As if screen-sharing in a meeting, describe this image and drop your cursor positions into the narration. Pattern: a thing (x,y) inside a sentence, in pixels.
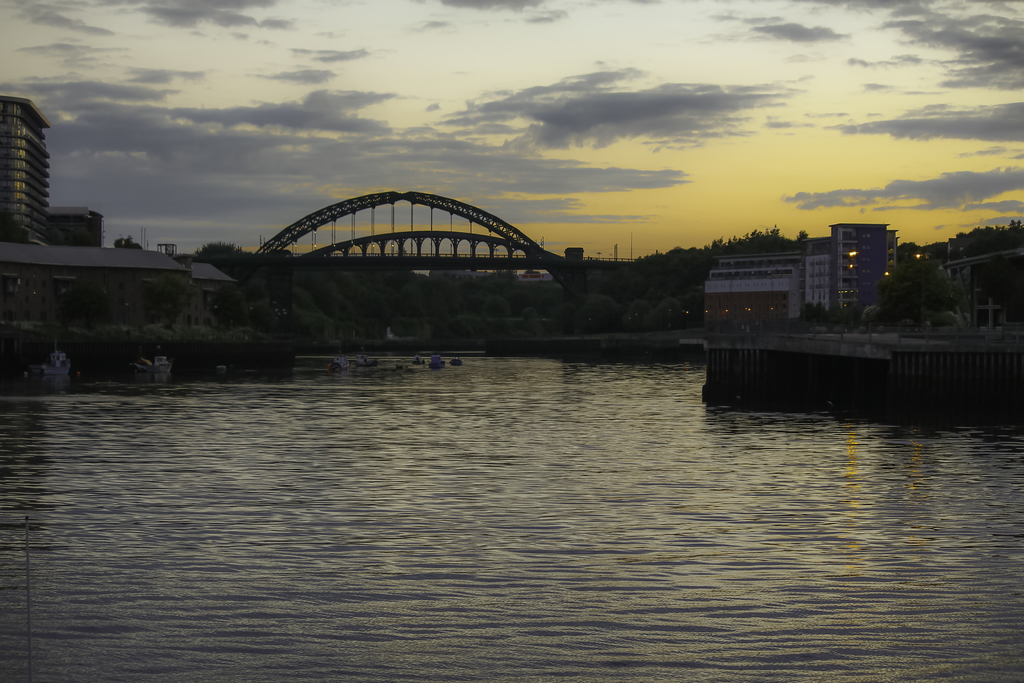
In this picture we can see water (590,572) at the bottom (524,571), there are some boats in the water (383,368), in the background (510,329) there are some buildings (957,278) and trees (643,295), we can see a bridge (453,269) in the middle (415,249), there is the sky (507,88) and clouds (624,129) at the top of the picture (463,125).
